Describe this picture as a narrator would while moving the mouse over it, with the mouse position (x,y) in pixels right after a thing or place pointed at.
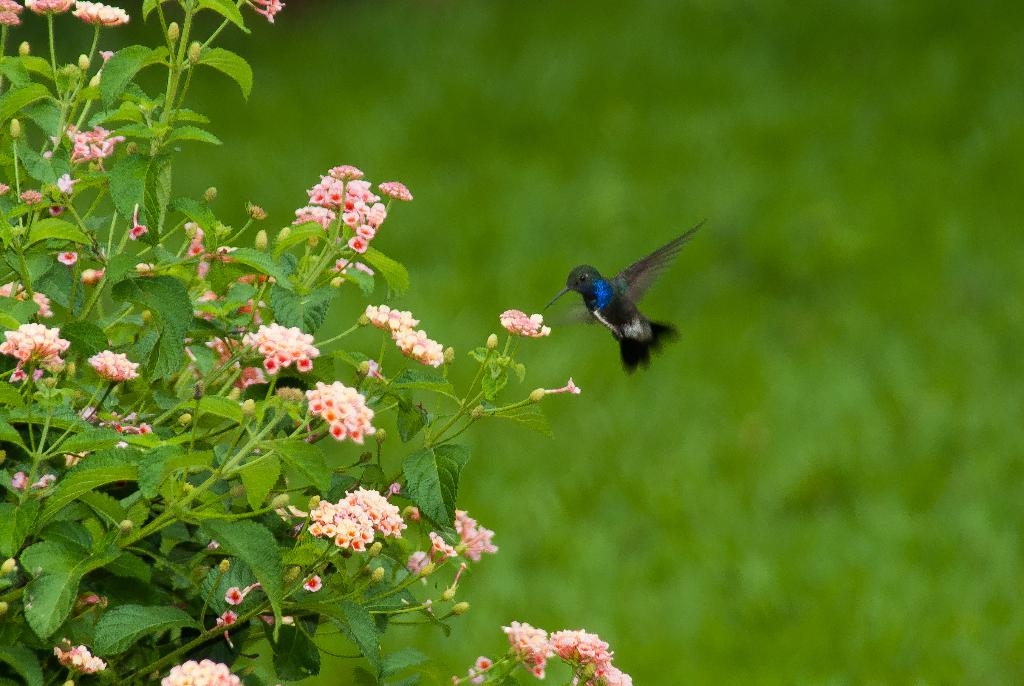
In front of the image there are plants (273,428) and flowers (382,511). There is a bird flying in the air (573,345). At the bottom of the image (781,509) there is grass (777,127) on the surface (779,476).
